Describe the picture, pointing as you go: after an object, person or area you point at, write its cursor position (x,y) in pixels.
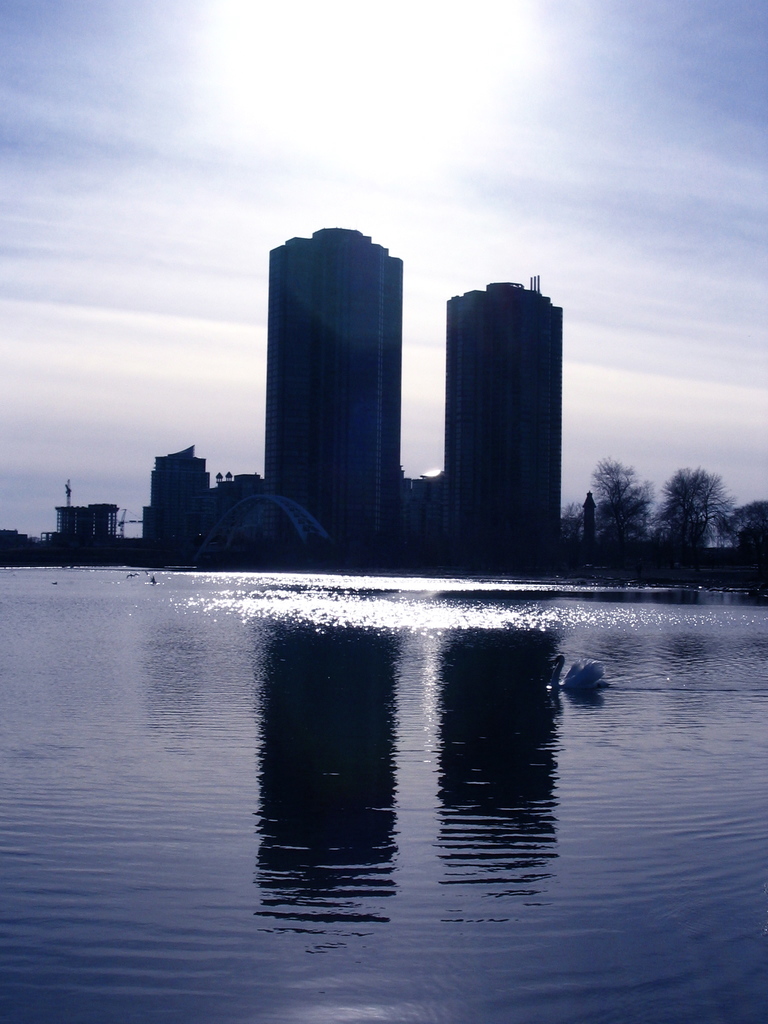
In this image we can see building (361,428), bridge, water (281,641), swan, trees (617,520) and sky (317,131) with clouds (392,223).
